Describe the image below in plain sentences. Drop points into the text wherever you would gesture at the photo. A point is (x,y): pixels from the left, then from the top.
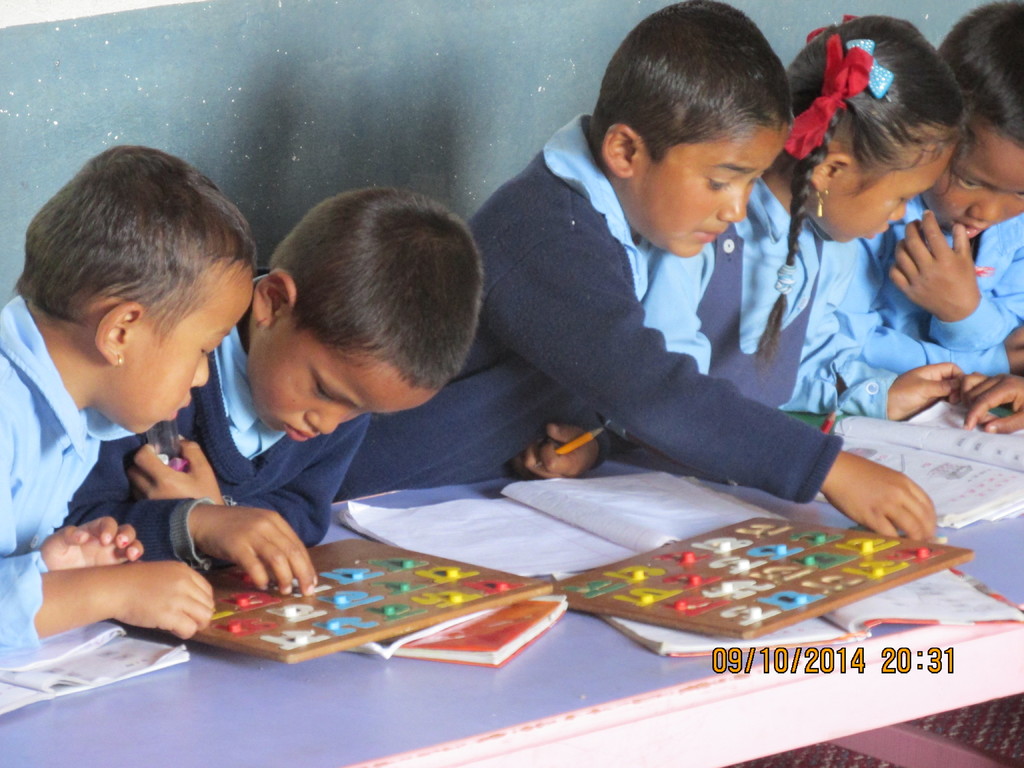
In this picture there are group of people (544,369) behind the table (712,700) and there are books (951,568) and there are objects (839,547) on the table (543,658). At the bottom (849,756) it looks like a mat (803,759). At the back (246,67) there is a wall (315,45).
